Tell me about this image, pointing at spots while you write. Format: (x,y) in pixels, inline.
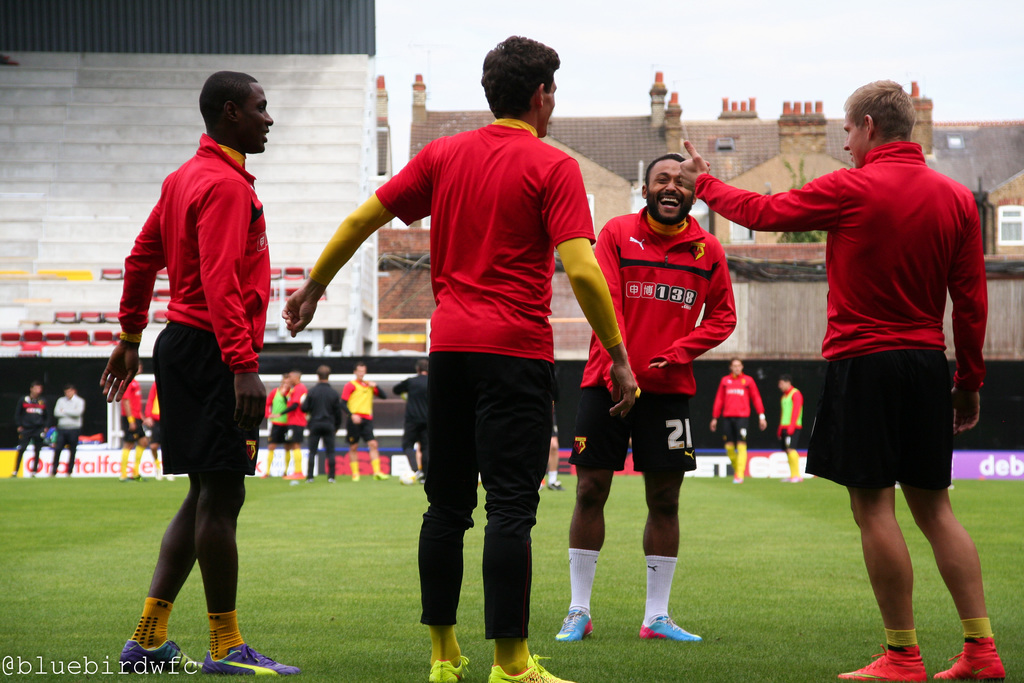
In front of the image there are four people (617,294). Behind them there are a few other people (412,433) standing. In the background of the image (339,469) there are banners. There are buildings (993,228). On the left side of the image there are chairs (277,278). There are stairs (49,115). At the bottom of the image (404,518) there is grass (320,524) on the surface (341,513). At the top of the image (650,57) there is sky (649,79). There is some text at the bottom of the image (16,674).
